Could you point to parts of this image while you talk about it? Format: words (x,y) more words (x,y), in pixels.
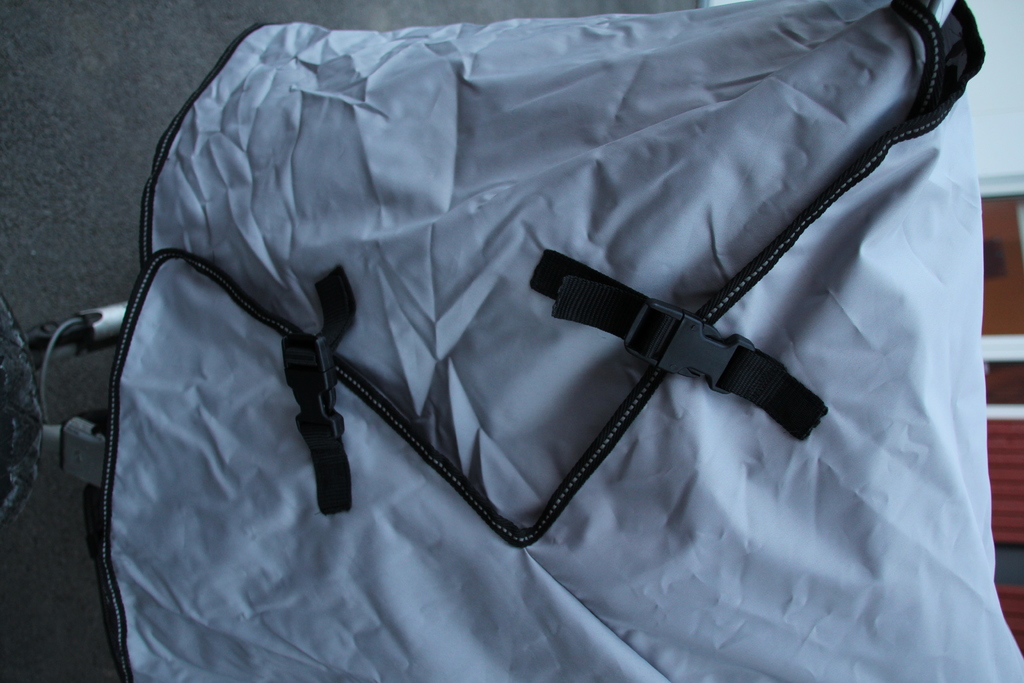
In the image there is a blue color bag (518,544) and there are two black clips (673,350) present on the bag (475,480).
